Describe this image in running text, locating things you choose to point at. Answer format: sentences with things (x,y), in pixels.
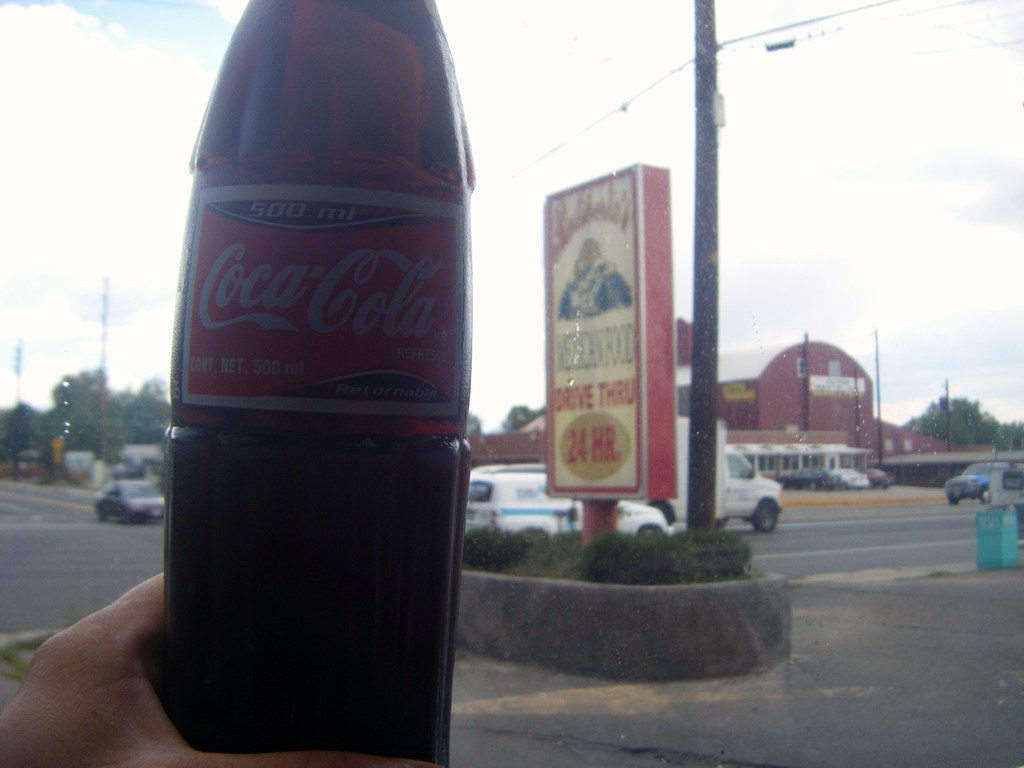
In the picture there is coke bottle (216,610) in the hand (97,703), in front there is road (851,536) filled with vehicles (1005,467) and there is a pole (712,424) in middle of road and sky (799,159) is filled with clouds (88,186) and over to the right side (748,378) there is a godown (777,364) for storage. There are many trees (966,407) in the background (962,419).
